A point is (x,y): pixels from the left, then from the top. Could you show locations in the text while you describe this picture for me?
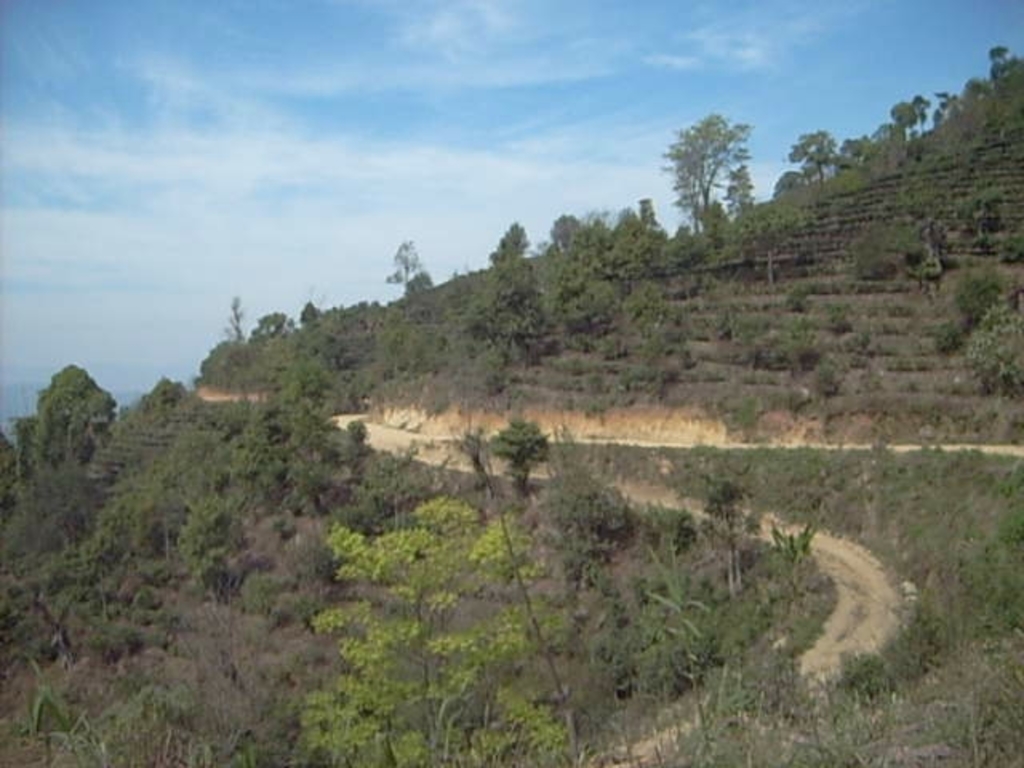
In this image we can see some plants (364,568), a group of trees (380,572) and a pathway (822,642) on the hill (714,418). On the backside (306,211) we can see the sky (340,184) which looks cloudy.
